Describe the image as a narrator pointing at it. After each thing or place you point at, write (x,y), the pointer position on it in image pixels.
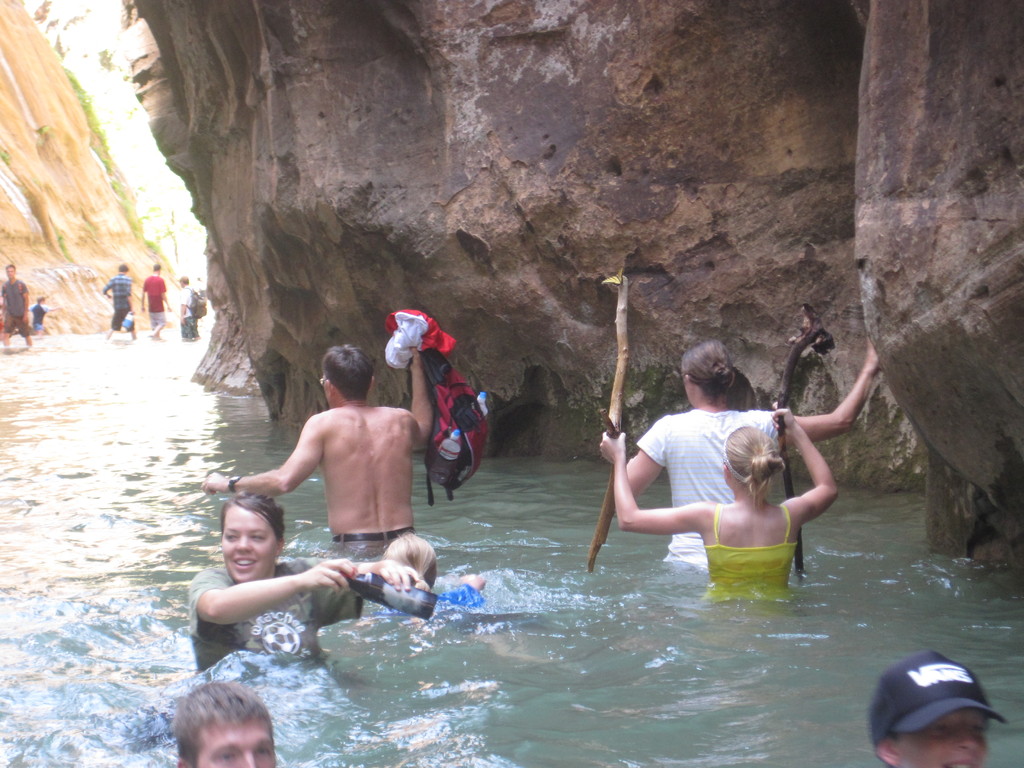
This picture describes about group of people (779,566), they are in the water (543,465), in the middle of the given image we can see a man (368,442) is holding a bag (430,380) in his hand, beside to them we can see rocks (407,247).
